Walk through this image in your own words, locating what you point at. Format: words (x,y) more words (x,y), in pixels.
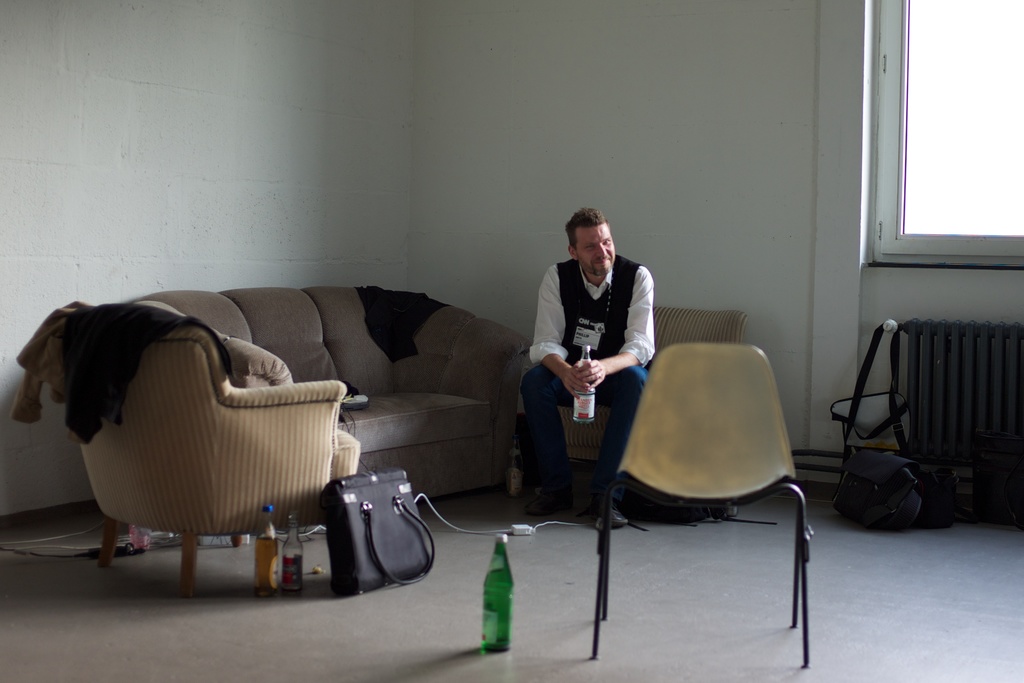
In this picture a guy (569,280) is holding a glass bottle (587,407) in his hand (583,388) and sitting on a sofa (600,415), there is an unoccupied sofa (434,432) to the left of the image (334,445) and in the background (920,123) we find a glass window (905,123).
